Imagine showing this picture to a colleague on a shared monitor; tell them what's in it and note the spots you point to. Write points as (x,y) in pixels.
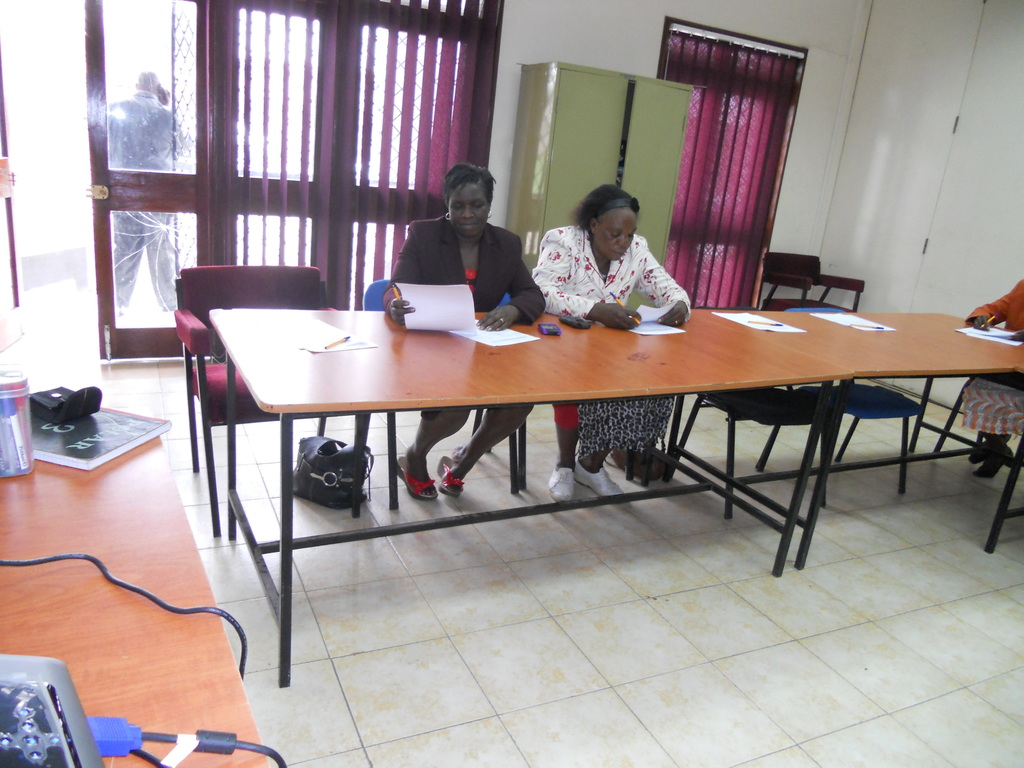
It is a room (407,201) there are total three women (516,282) sitting in front of the table (699,377) there are some papers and mobile phones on the table (922,347) there are also few chairs (211,304) left empty in the background (586,144) there is almirah (608,99) and windows (272,113), doors (198,117) and behind the doors (123,130) there is a person (147,115) standing and talking over a phone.
